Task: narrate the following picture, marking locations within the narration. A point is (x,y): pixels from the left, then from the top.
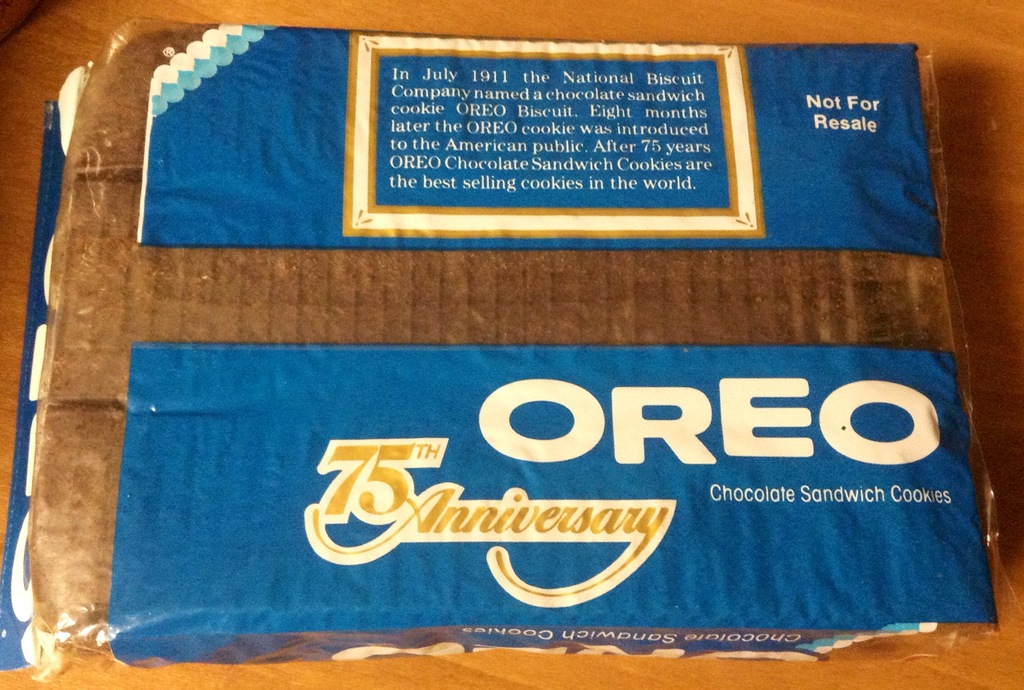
In this image, we can see it looks like a biscuit packet (565,413) with some text (536,439) on it.
